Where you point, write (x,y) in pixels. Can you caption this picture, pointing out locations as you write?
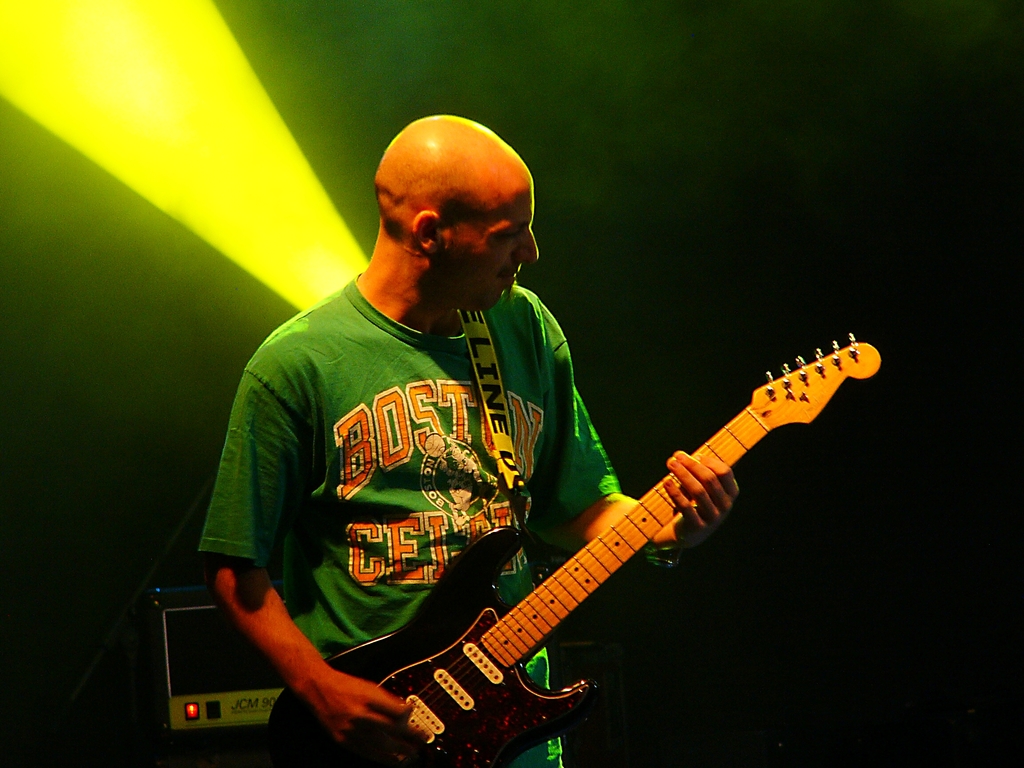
As we can see in the image there is a man (400,510) holding guitar (572,607).
